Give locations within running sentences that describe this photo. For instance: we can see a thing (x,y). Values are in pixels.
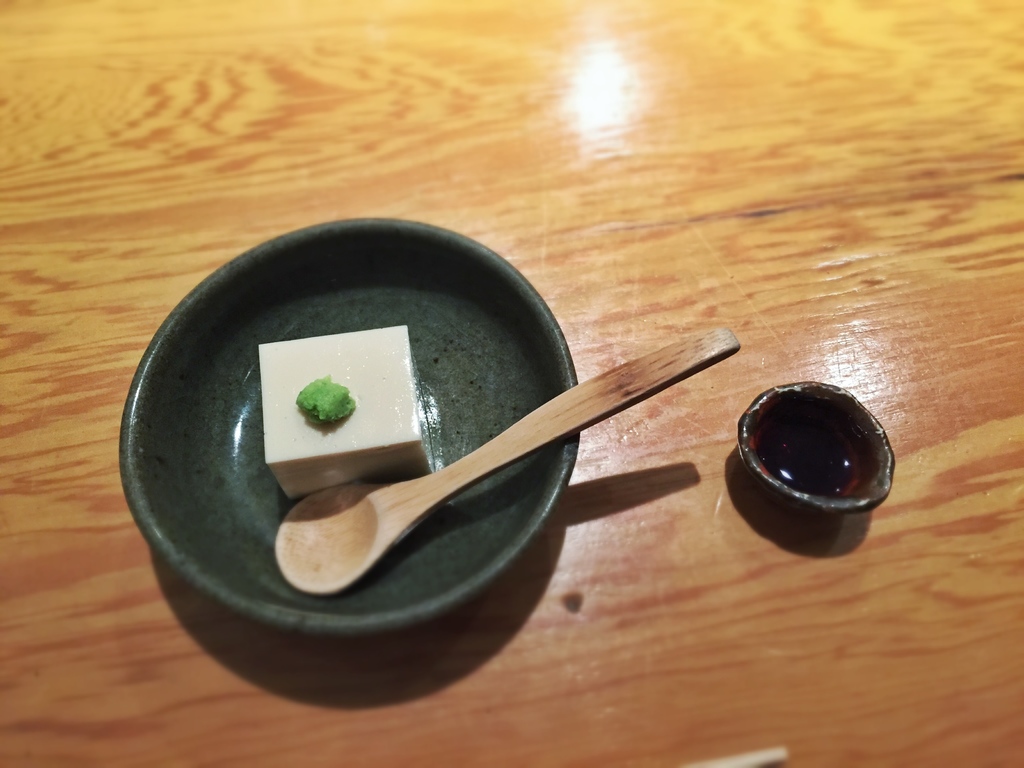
In this picture we can see bowl (313,629). In the bowl (326,602) we can see food (317,417) and spoon (645,363). This is cup (768,394).
